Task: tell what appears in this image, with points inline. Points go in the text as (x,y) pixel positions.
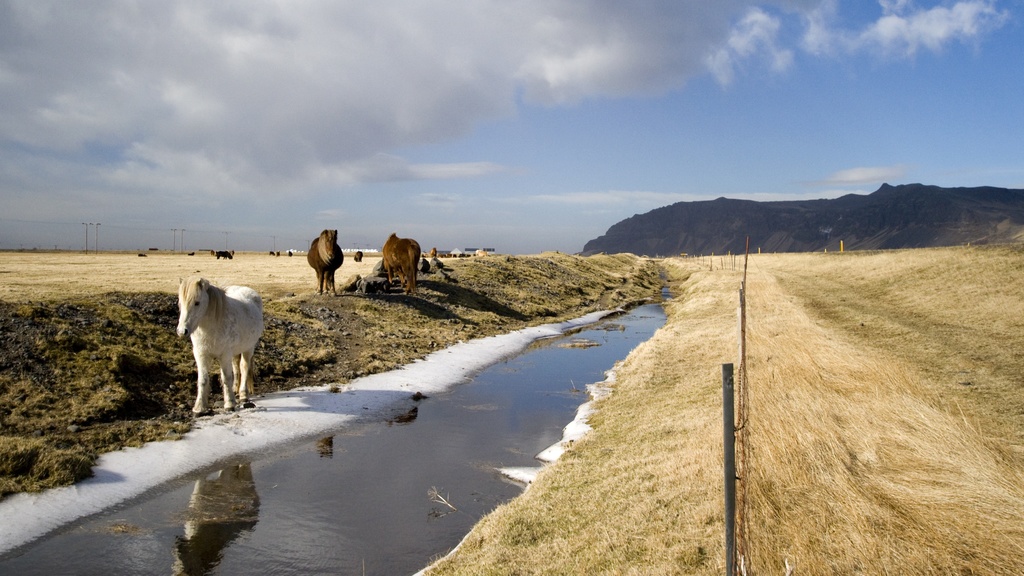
On the left side (245,364) it is a white color and these are the two brown color horses (337,246), this is water (493,444). This is the dried grass (889,346), at the top (557,125) it's a cloudy sky (554,136).
